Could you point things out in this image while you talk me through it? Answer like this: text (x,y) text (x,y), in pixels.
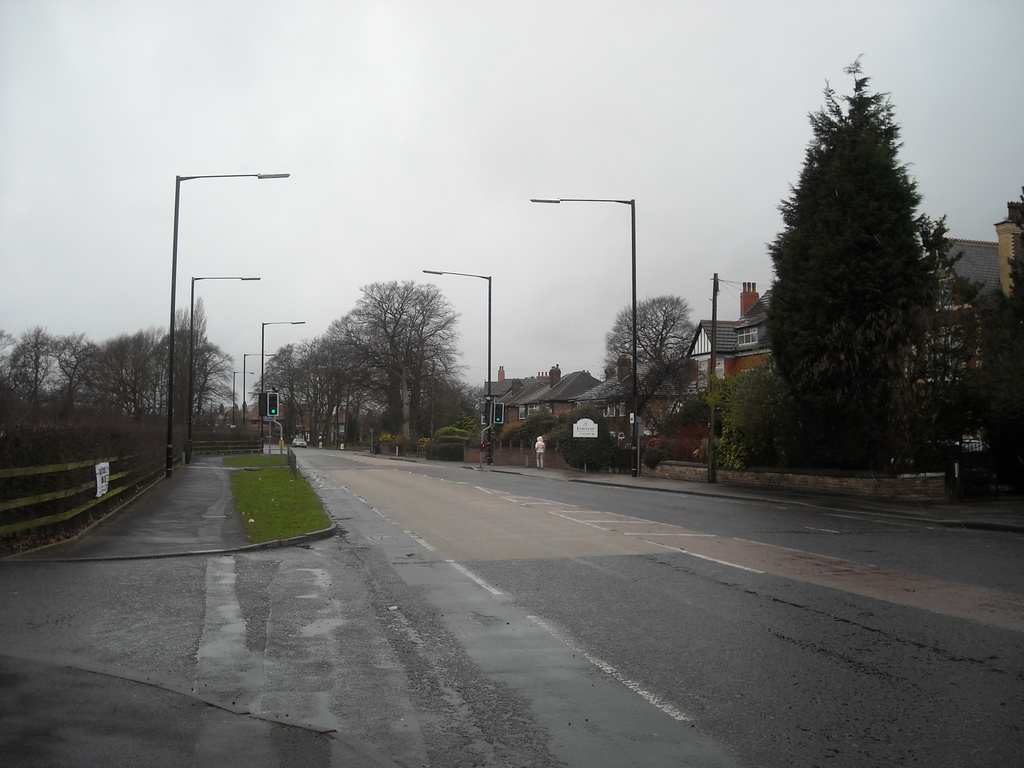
In the image in the center (396,474), we can see one vehicle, road (325,460) and one person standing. In the background (446,331), we can see the sky (136,228), clouds (693,317), trees (932,394), buildings (720,325), grass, poles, traffic lights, sign boards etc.
